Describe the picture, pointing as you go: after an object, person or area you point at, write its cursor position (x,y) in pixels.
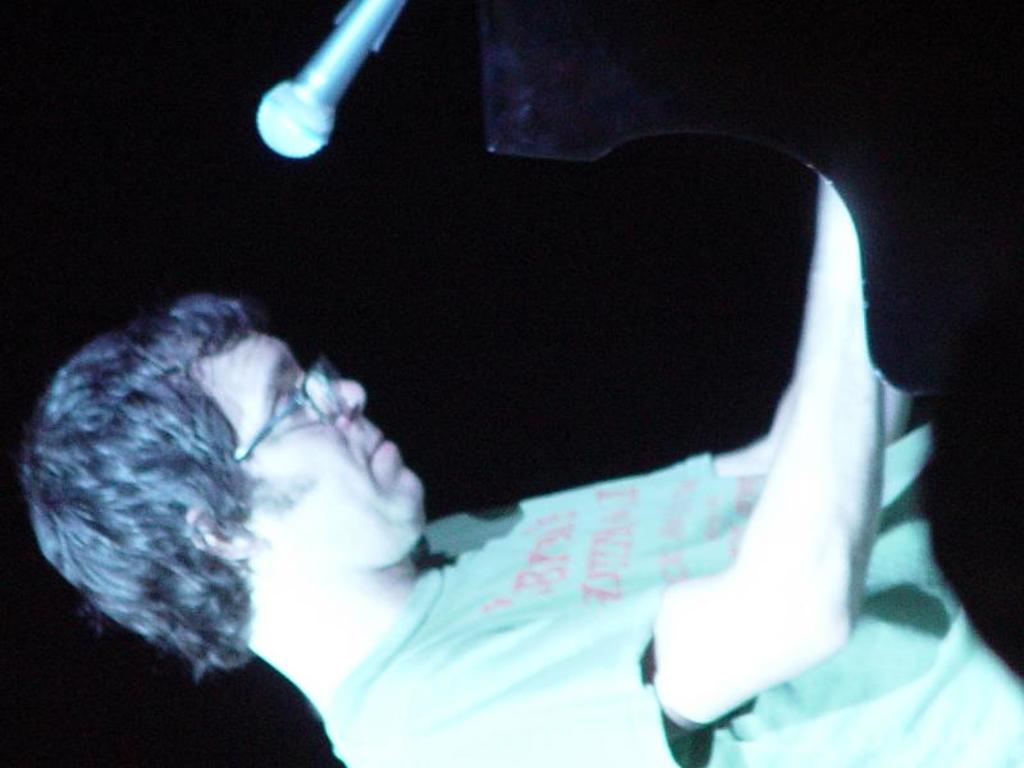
In this image I can see a man (587,558) and I can see he is wearing green colour t shirt (506,574) and a specs (310,384). On the top side of this image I can see a mic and a black colour thing (994,74). I can also see black colour in the background (550,252).
